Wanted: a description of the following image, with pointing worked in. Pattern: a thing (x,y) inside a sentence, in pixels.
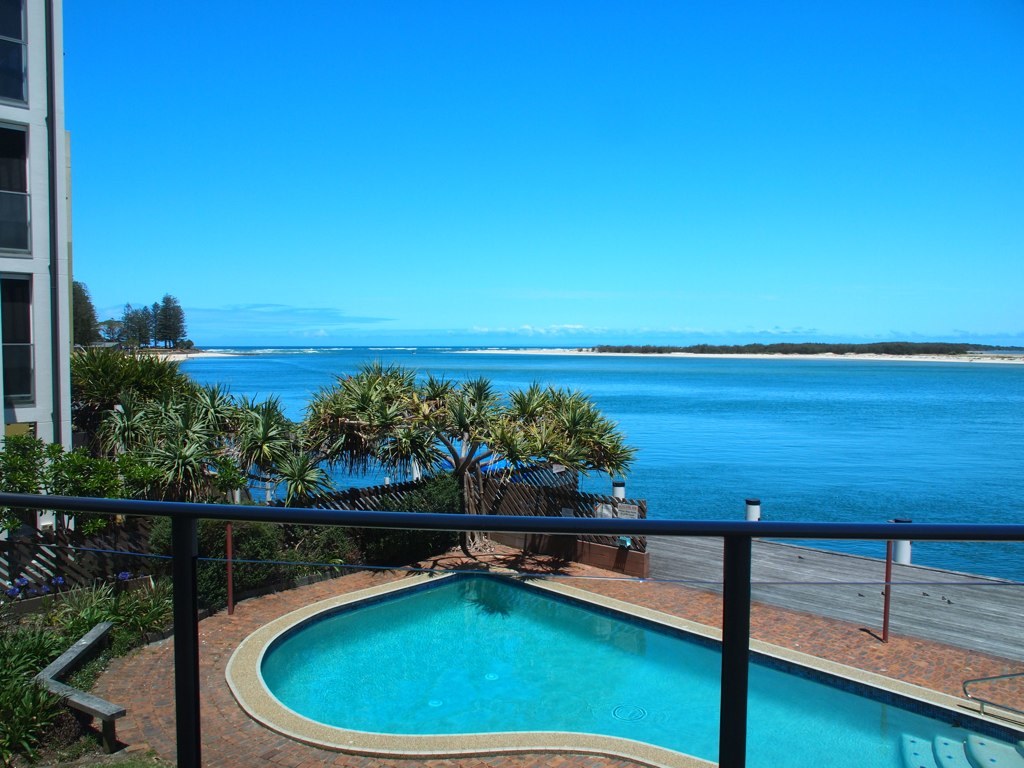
In this picture we can see swimming pool (494,680) at the bottom (565,686), in the background (694,486) there is water (661,409), we can see trees (128,429) and a building (26,379) on the left side (106,361), at the left bottom (89,612) there are some plants (23,700), we can see the sky (599,133) at the top of the picture (575,154).
